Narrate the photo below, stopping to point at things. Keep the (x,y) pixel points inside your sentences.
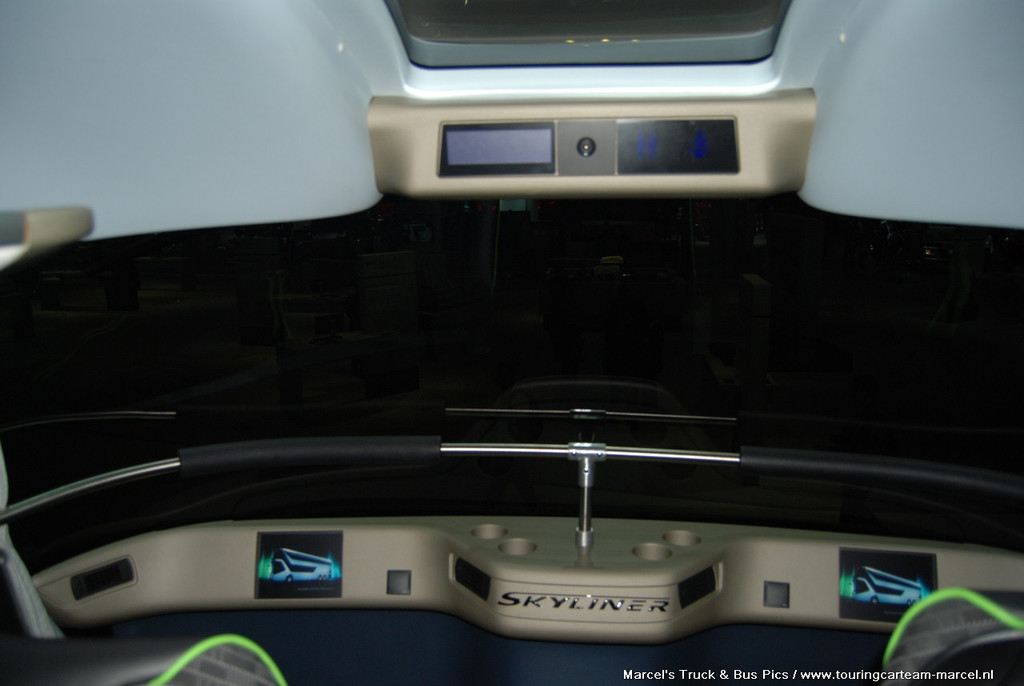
In this image, we can see the inside view of a vehicle (808,239).
